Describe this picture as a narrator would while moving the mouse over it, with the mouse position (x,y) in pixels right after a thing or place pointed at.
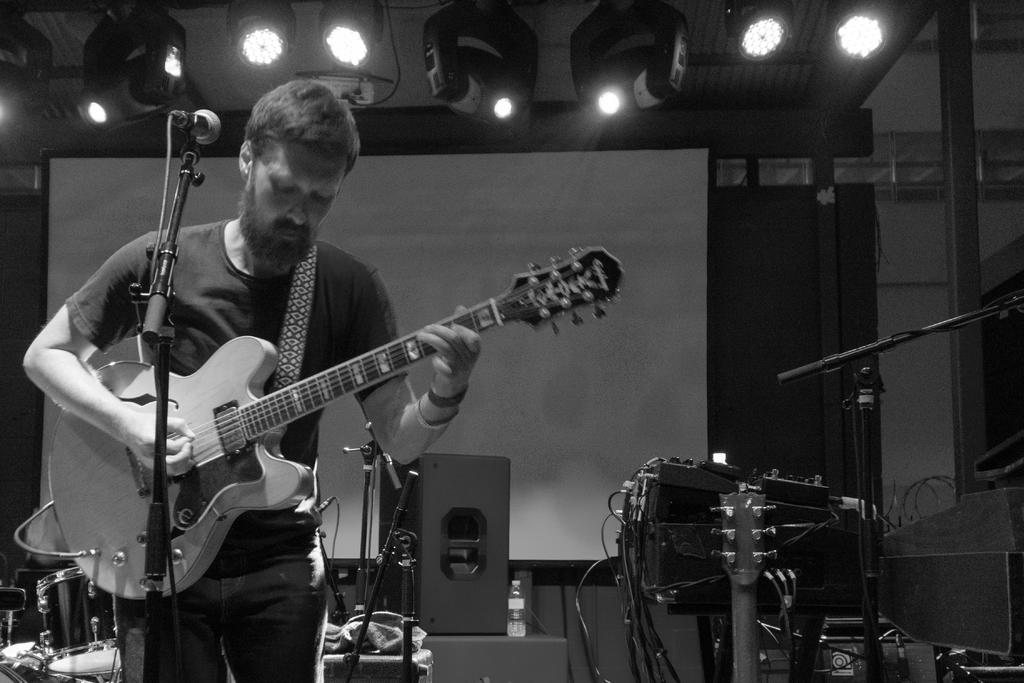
A man (95,310) is standing by holding a guitar (254,474) in his hands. There are lights (438,36) at the top (788,18).
